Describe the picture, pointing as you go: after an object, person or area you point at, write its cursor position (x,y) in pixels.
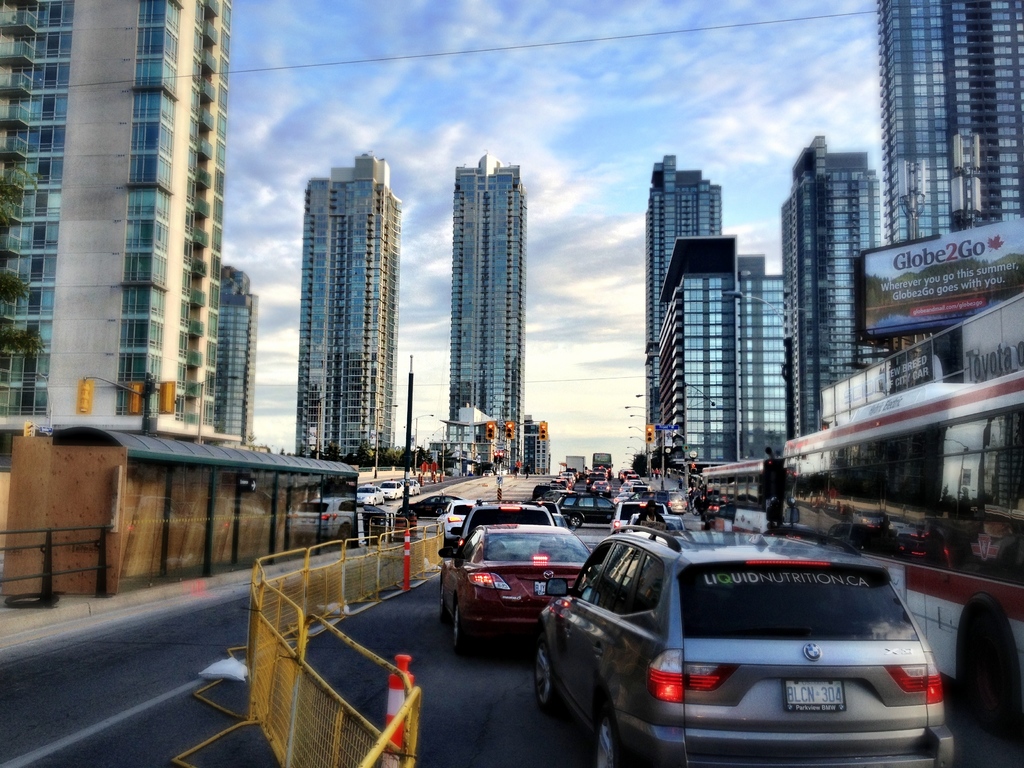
There is a road (478,703) on which, there are vehicles (527,556) which are in different colors, there are yellow color barricades (295,576) which are connected with each other. On the left side (46,133), there are towers (169,378) which are having glass windows (484,305) and there are vehicles (379,484) on the other road (379,488). On the right side (767,373), there are buildings (785,231) which are having glass windows (706,384). In the background (609,164), there are hoardings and there are clouds (536,37) in the blue sky (536,37).
